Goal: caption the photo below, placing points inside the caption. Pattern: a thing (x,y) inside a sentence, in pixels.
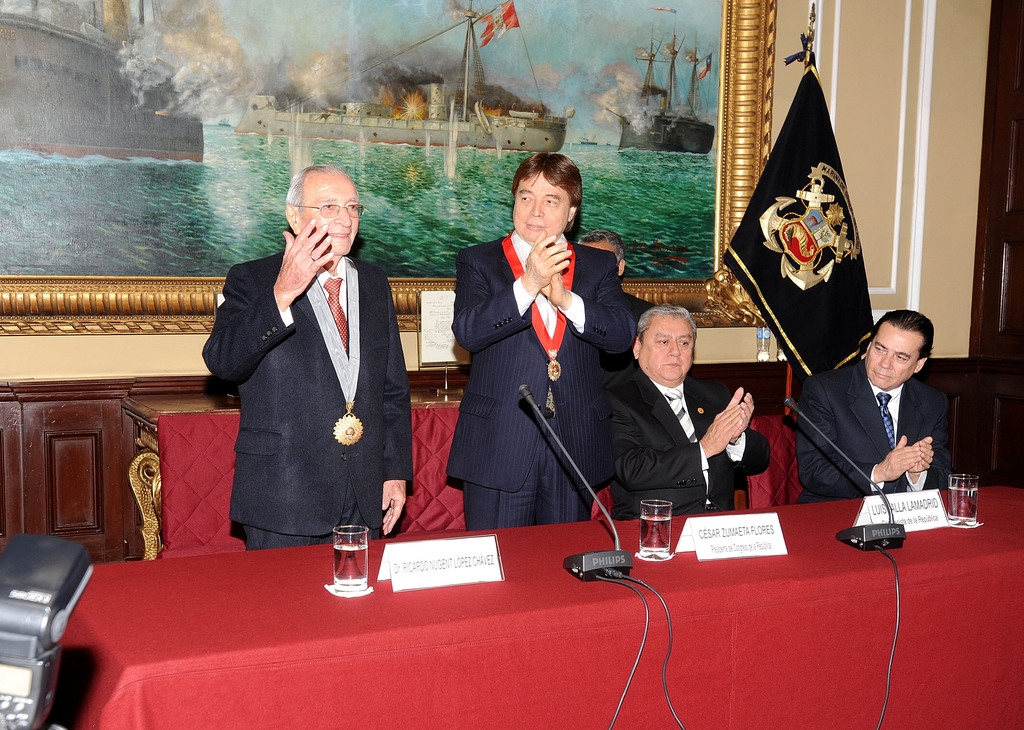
In this image I can see two persons (308,370) wearing white shirt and black blazer (375,390) are standing and two other persons (686,427) are sitting on chairs (789,460) which are red in color. I can see a table (531,583) in front of them which is red in color and on the table (465,600) I can see few glasses (341,557), few boards (737,542) and two microphones (854,542). In the background (938,82) I can see the cream colored wall (882,115), a photo frame (684,110) attached to the wall (869,129) and to the left bottom of the image (15,581) I can see a camera (65,542).
